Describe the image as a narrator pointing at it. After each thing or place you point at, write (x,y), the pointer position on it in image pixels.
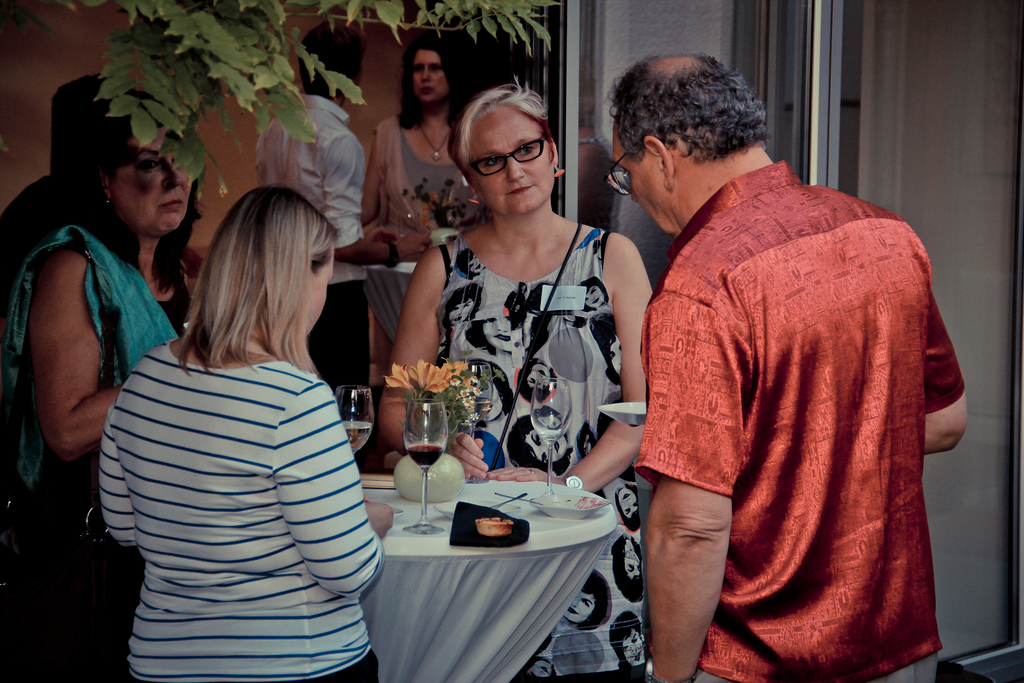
This image consists of three women (313,416) and a man (678,576). In the middle (430,452), there is a table (493,614) on which there are glasses (423,490) and plates (582,518). To the left (188,60), there is a tree (198,68). In the background (1012,240), there are walls (66,35) along with the doors (945,259).
